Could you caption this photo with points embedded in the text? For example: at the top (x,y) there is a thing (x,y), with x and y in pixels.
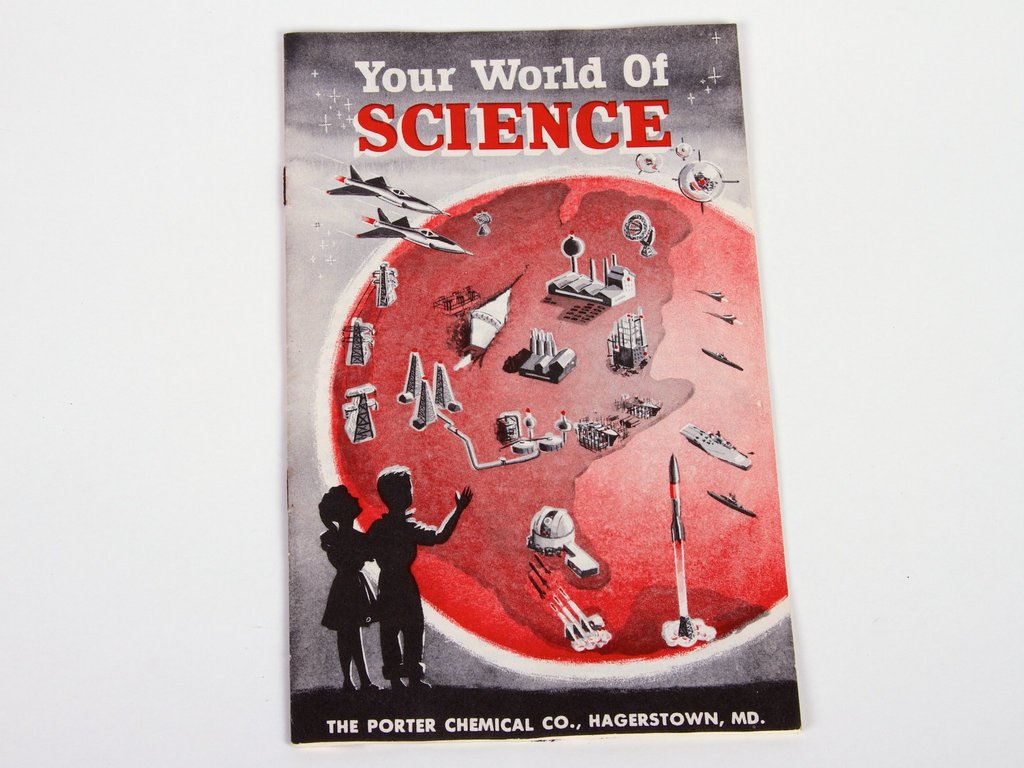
In this picture we can see a cover page (557,393), in the cover page (591,350) we can find some text (366,71).
